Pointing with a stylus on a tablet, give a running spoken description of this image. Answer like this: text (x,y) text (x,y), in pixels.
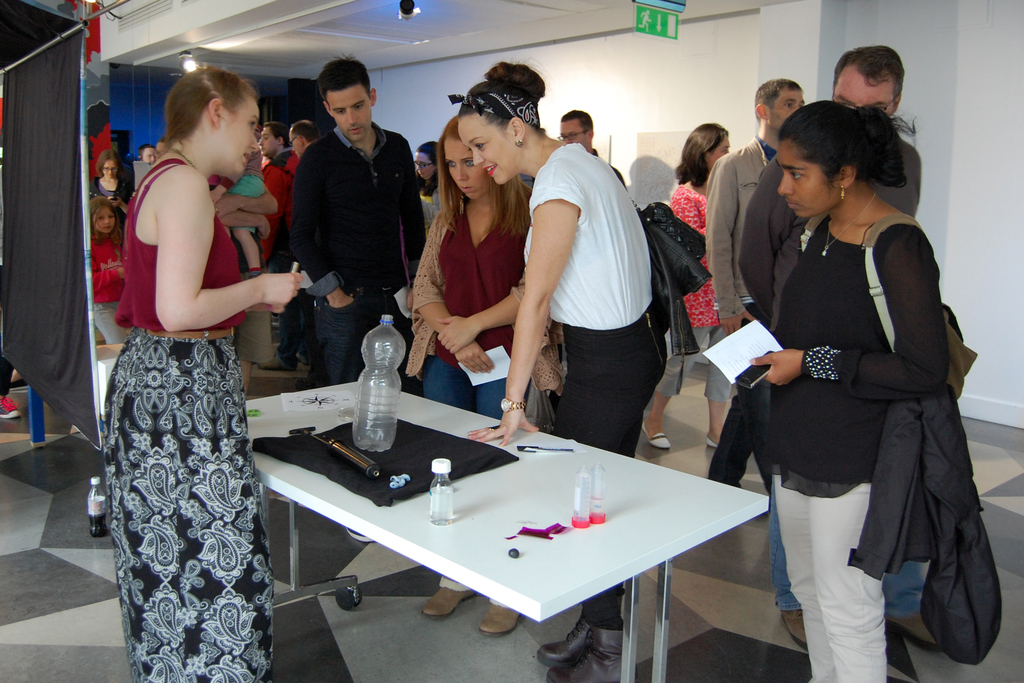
In this picture we can see persons (534,184) standing on the floor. Here we can see few persons (497,276) standing in front of a table (288,413) and on the table (566,578) we can see bottles (377,406) and pump (373,469), a cloth (421,472). On the background (639,130) there is a wall (681,47). This is sign board (664,27). These are lights (194,64).
